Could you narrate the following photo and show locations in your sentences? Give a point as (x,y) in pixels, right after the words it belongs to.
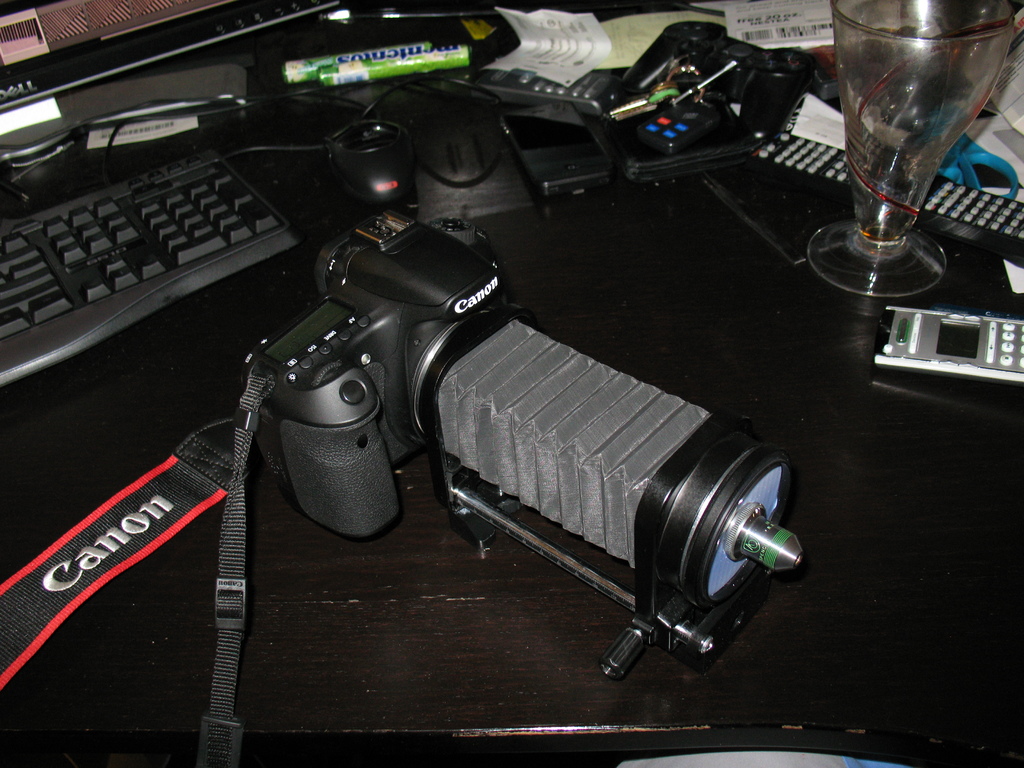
In the image I can see so many objects (372,277) are placed on the table (568,205).
